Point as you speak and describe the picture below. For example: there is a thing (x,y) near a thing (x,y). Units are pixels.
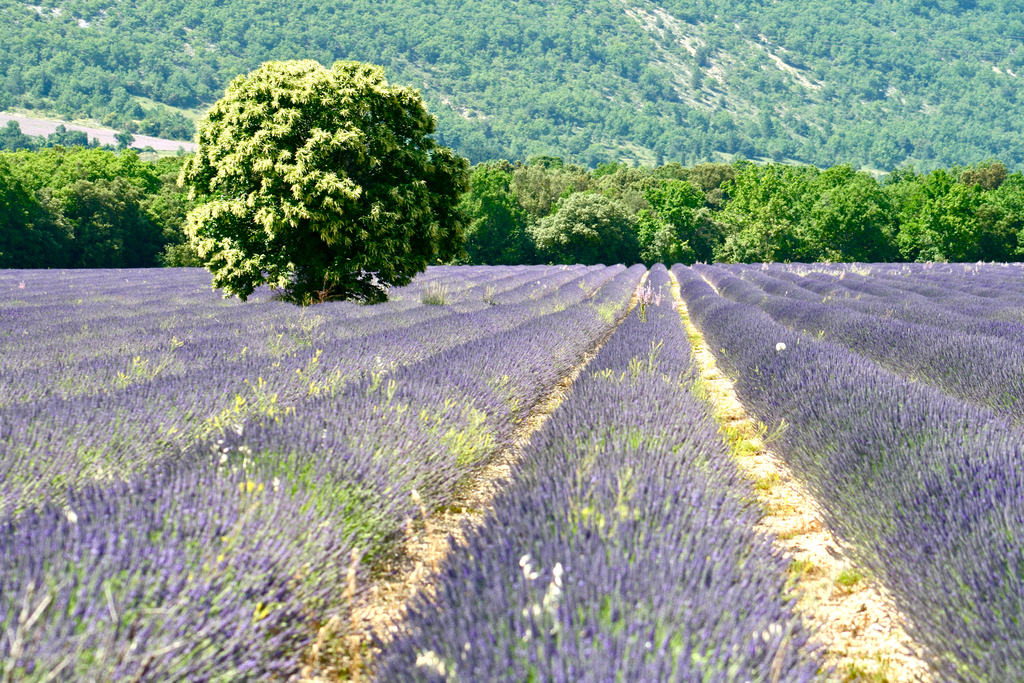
In the center of the image (505,323) we can see trees (748,216) and plants (546,393).
